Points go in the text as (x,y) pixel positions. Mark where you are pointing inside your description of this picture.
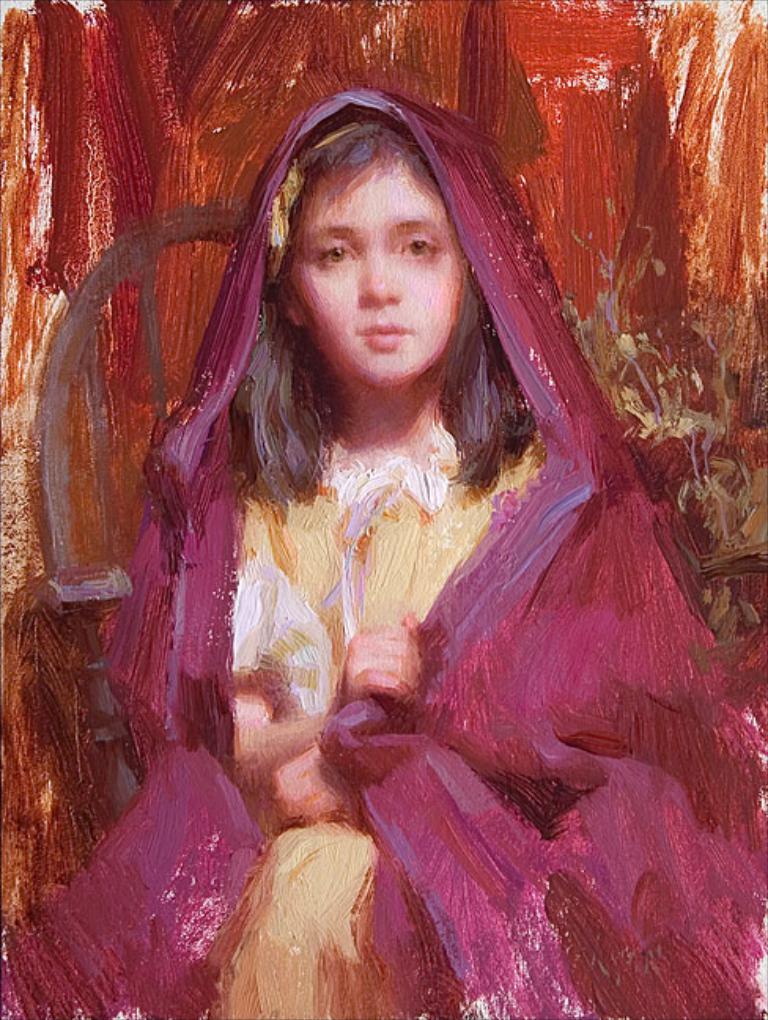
In this image we can see there is a painting (692,327) of sitting girl (341,686).
